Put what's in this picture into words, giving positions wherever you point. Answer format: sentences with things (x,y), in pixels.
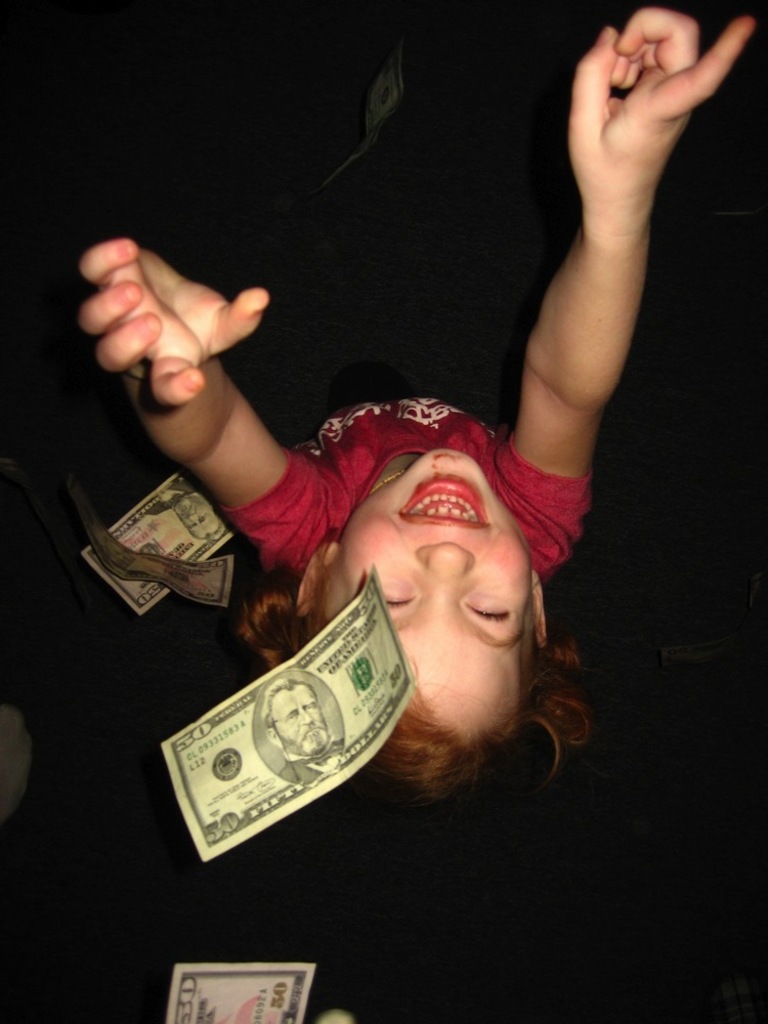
In this image we can see a girl (489,507) wearing pink shirt (376,442). To the left side of the image (251,992) we can see some currency notes (272,761).
